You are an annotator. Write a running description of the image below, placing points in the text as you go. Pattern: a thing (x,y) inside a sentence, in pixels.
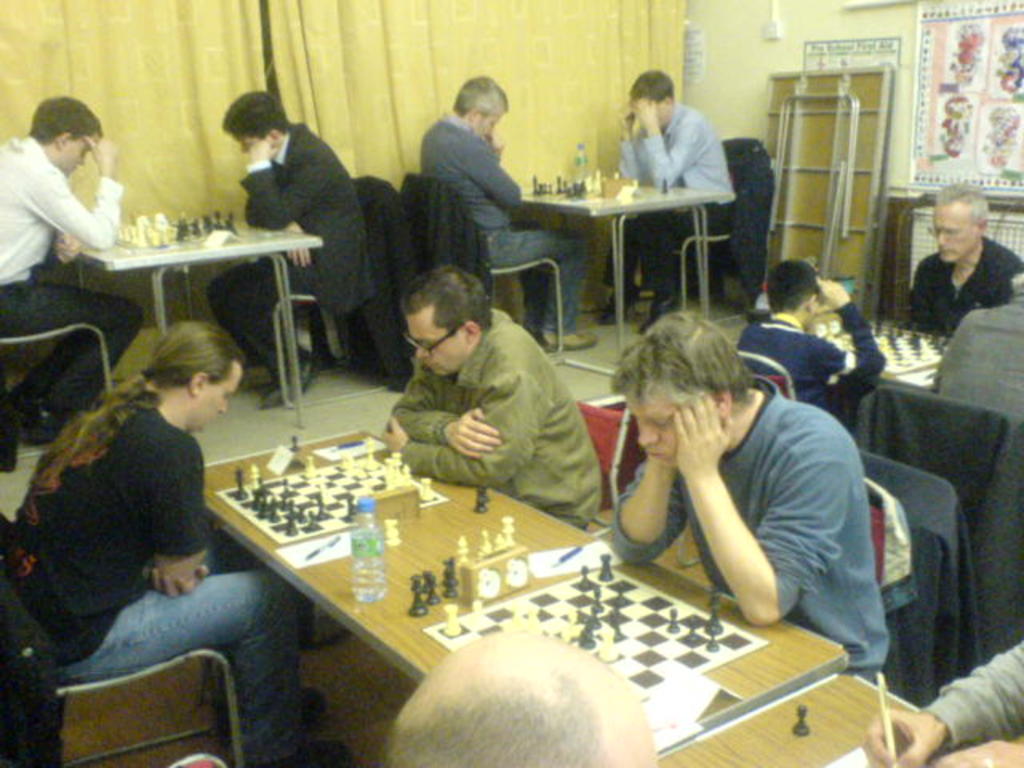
This image is taken inside a room (219,446). There are few people (220,342) in this room (564,431). In the left side of the image (38,319) a man (279,725) is sitting on a chair (235,757). In the middle of the image (362,498) there is a table (421,531) and on top of that there is a chess board (684,657) with coins (536,615) on it and a water bottle (367,538), pen (566,555) and paper (550,558) on it. In the right side of the image (716,345) a man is sitting on a chair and playing chess (679,600). At the background (897,115) there is a wall (719,79) and a picture frame (932,98) and curtains (226,85).
